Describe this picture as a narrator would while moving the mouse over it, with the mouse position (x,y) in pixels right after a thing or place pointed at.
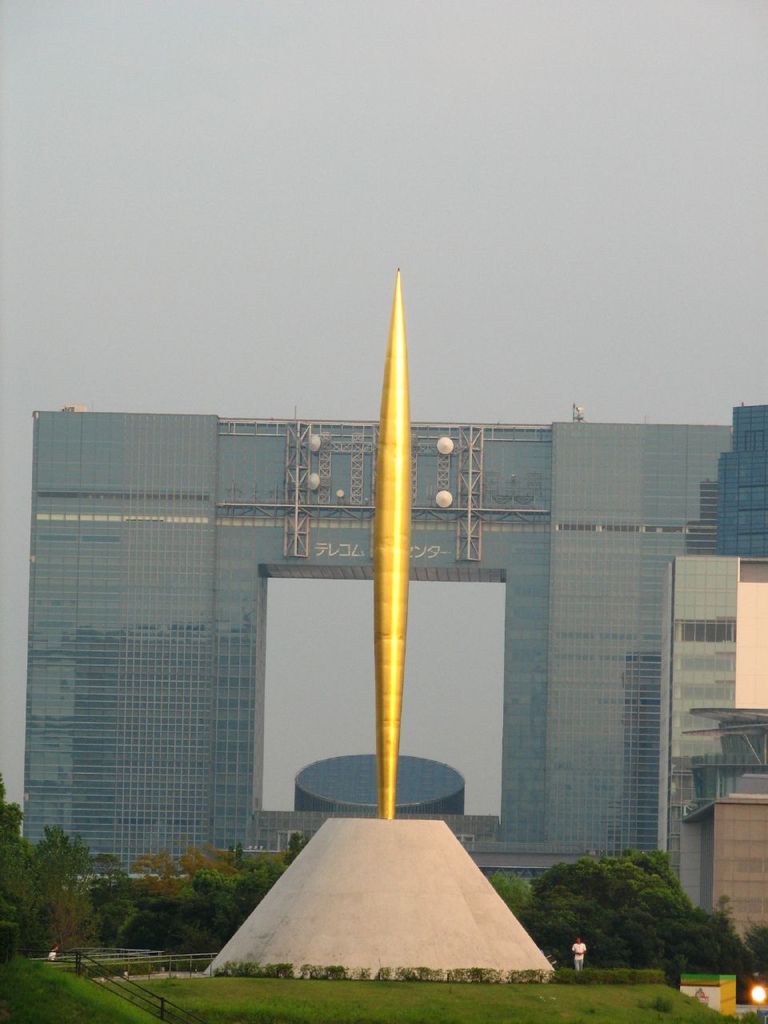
This is an outside view. On the ground (350,1005), I can see the grass (338,1005). In the middle of the image (394,652) there is a pole (390,804). In the background (230,895) there are some trees (230,895) and buildings (659,776). At the top of the image (294,215) I can see the sky (218,231). At the bottom (581,950), I can see a person (579,959) walking on the ground (538,995).
